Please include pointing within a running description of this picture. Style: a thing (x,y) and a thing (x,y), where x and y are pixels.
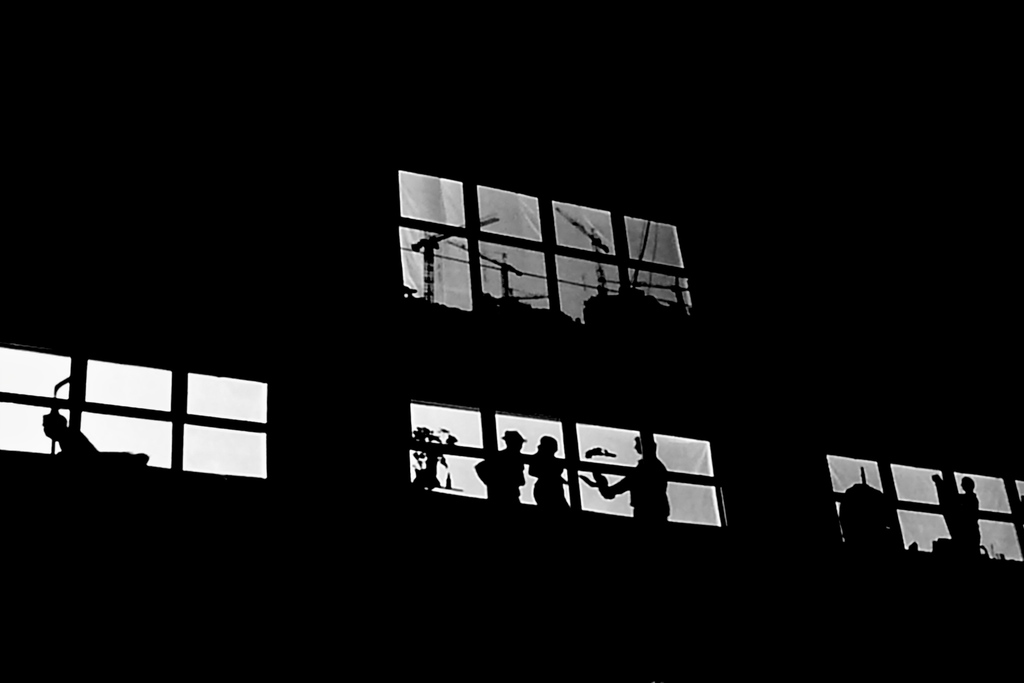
In this image I can see the windows (471,283). In the windows (567,268) I can see the crane (484,258), few people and one person (504,452) with the hat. And the image is in black and white color.
